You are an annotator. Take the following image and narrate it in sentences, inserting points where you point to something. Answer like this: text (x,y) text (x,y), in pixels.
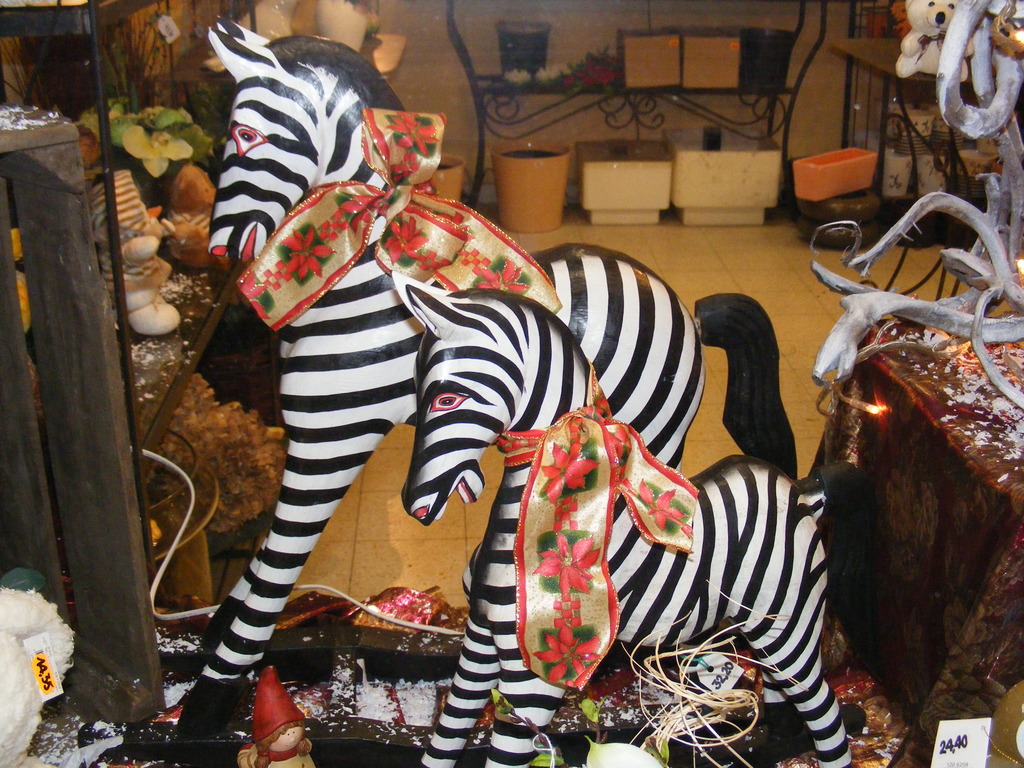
In this image I can see two toy zebras (441,385) and some other objects (272,740) are placed on the floor (374,563). On the right side (973,445) there is a table (985,568) which is covered with a cloth (921,522). On the left side (131,349) there is a rack (104,568) in which few toys (125,254) are placed. In the background (621,126) there are few pots (542,202), metal stands (548,115) and some other objects (854,210) are placed on the floor (692,246).
